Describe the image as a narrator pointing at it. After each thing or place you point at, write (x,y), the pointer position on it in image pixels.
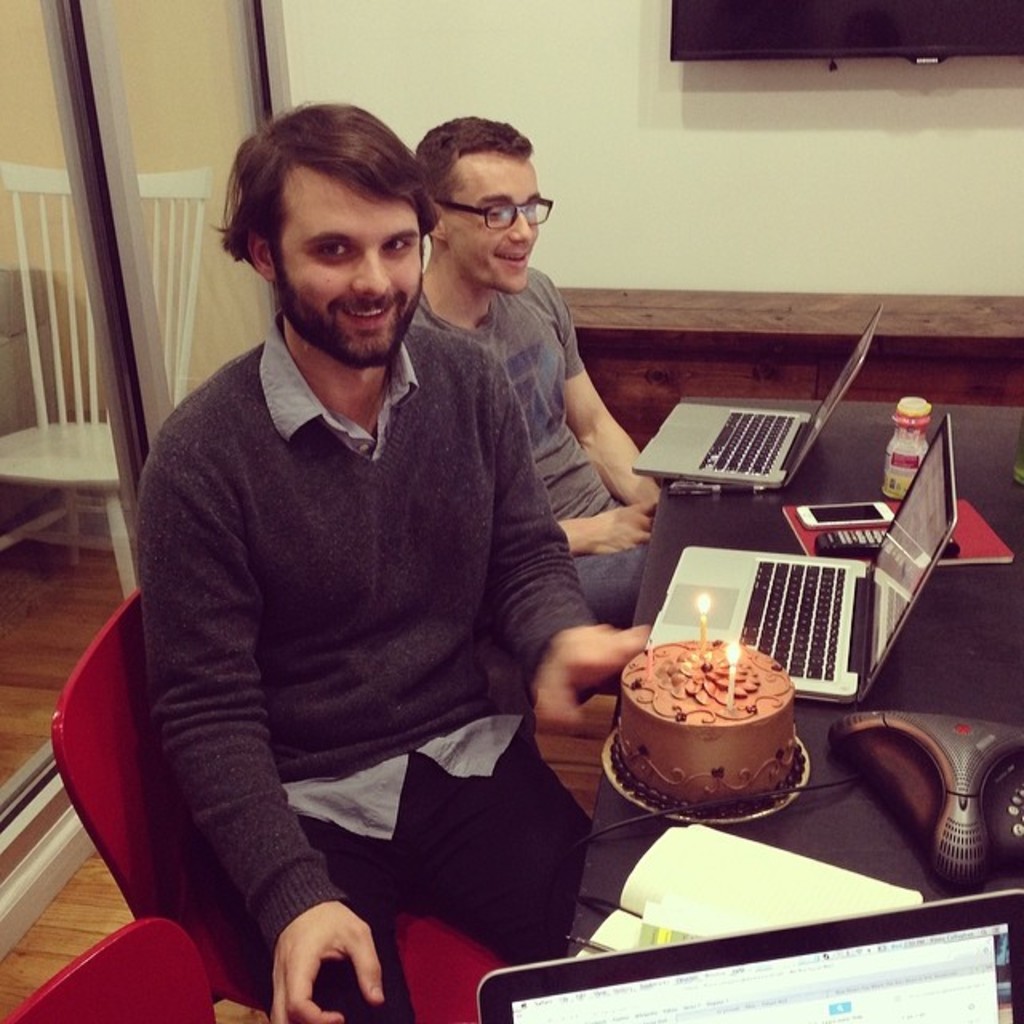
Two men (504,220) are sitting in chairs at a table (853,846). There are laptops (683,617) in front of them. A man (631,636) is keeping a cake (643,685) in front of him. There are some other electronic gadgets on the table (956,579).
